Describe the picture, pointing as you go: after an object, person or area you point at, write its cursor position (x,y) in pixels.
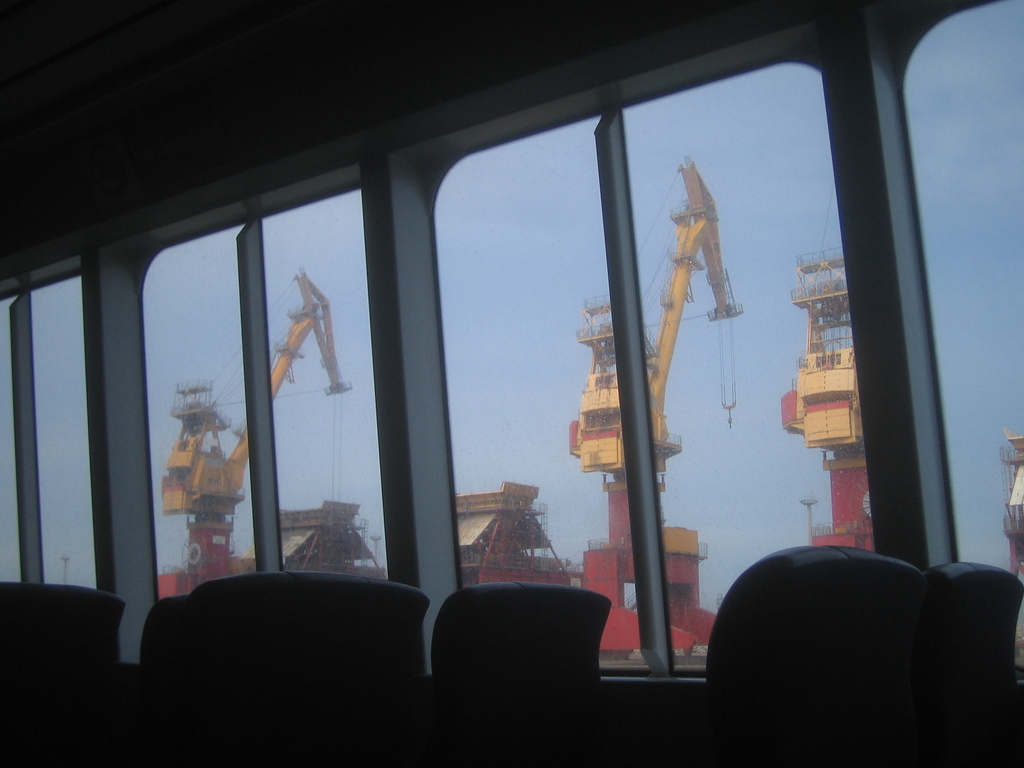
In this picture we can see seats (746,598) inside the bus (881,363). Here we can see windows (736,519). In the background (630,574) we can see big cranes (805,399). On the top (530,206) there is a sky (534,263).
